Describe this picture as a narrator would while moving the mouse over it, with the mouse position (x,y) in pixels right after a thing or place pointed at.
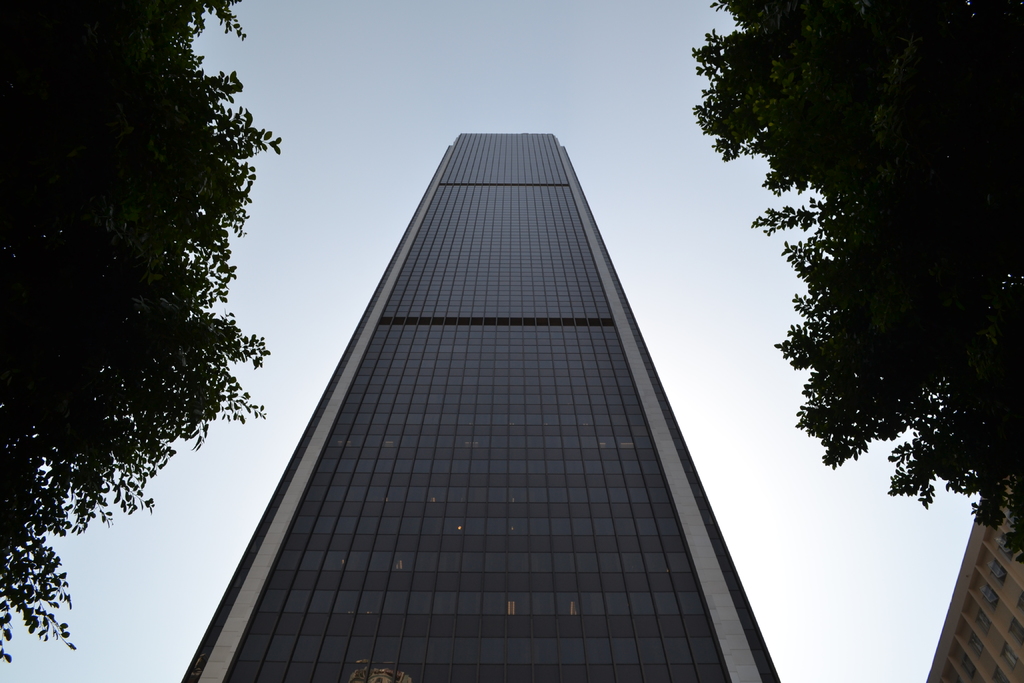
In the image there is a tall building (517,269) and two trees (56,426).
